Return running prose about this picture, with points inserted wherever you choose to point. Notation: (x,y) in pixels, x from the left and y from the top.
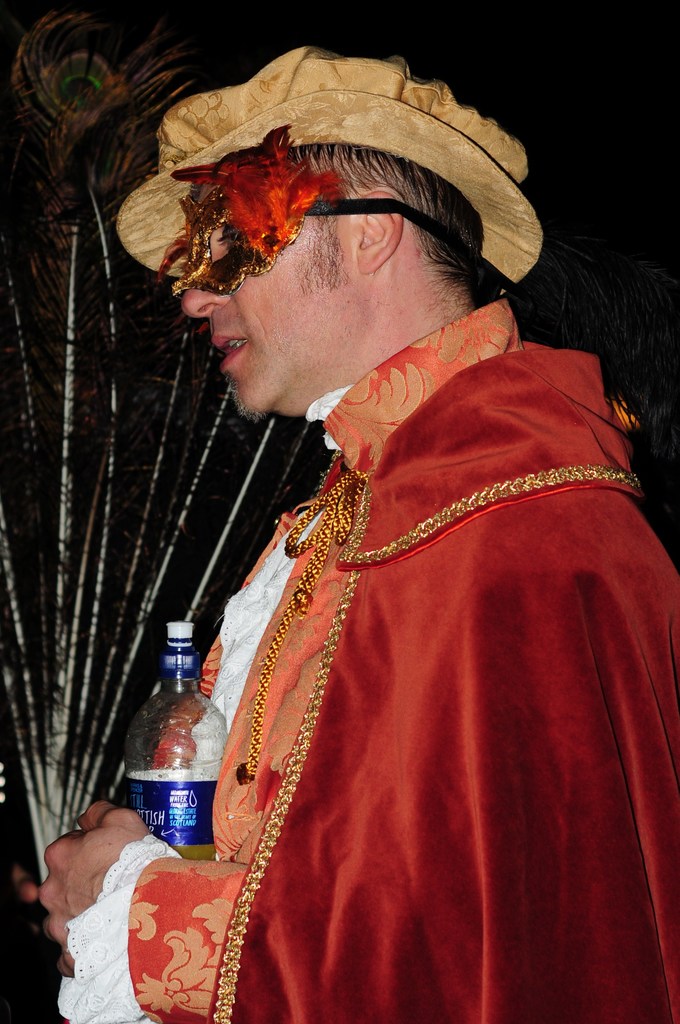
In this image, we can see a person (378,488) wearing clothes (363,667) and hat (513,238). This person (416,276) is holding a bottle (202,806) and peacock feathers (135,645) with his hands (97,841).
